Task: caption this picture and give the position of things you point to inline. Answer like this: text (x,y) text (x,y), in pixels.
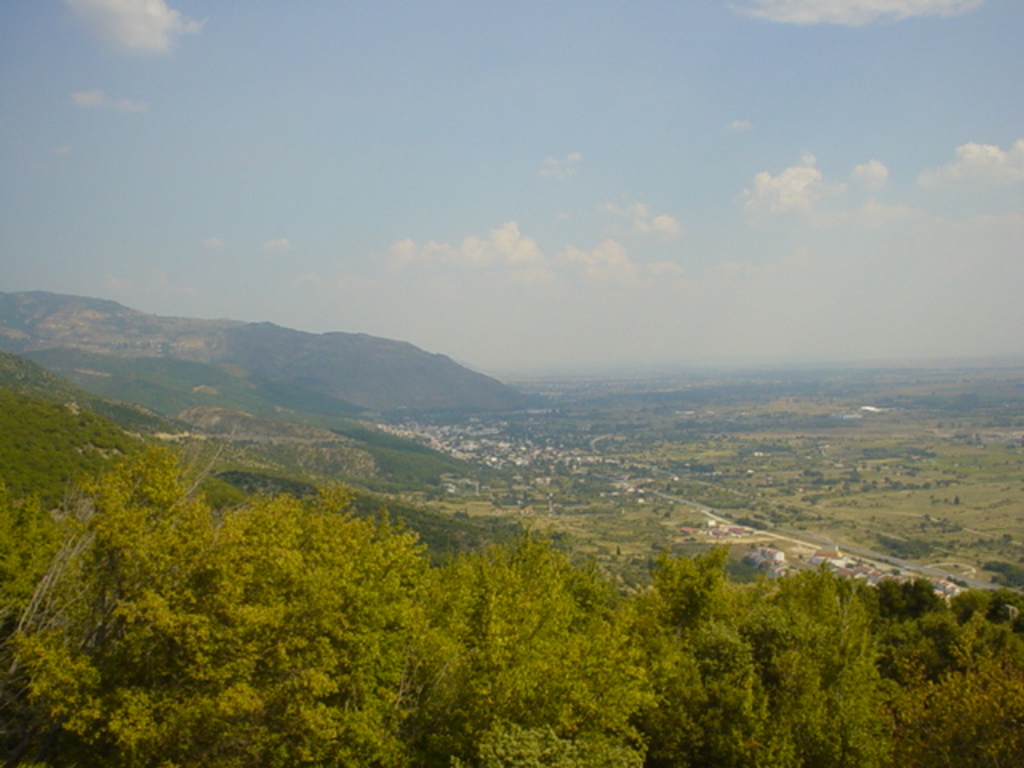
This picture is clicked outside the city. In the foreground (159,624) we can see the trees (209,605) and plants (227,514). In the center (462,437) there are some objects (782,550) seems to be the houses (709,532). In the background (730,144) there is a sky (226,228) and the hills (394,358).
